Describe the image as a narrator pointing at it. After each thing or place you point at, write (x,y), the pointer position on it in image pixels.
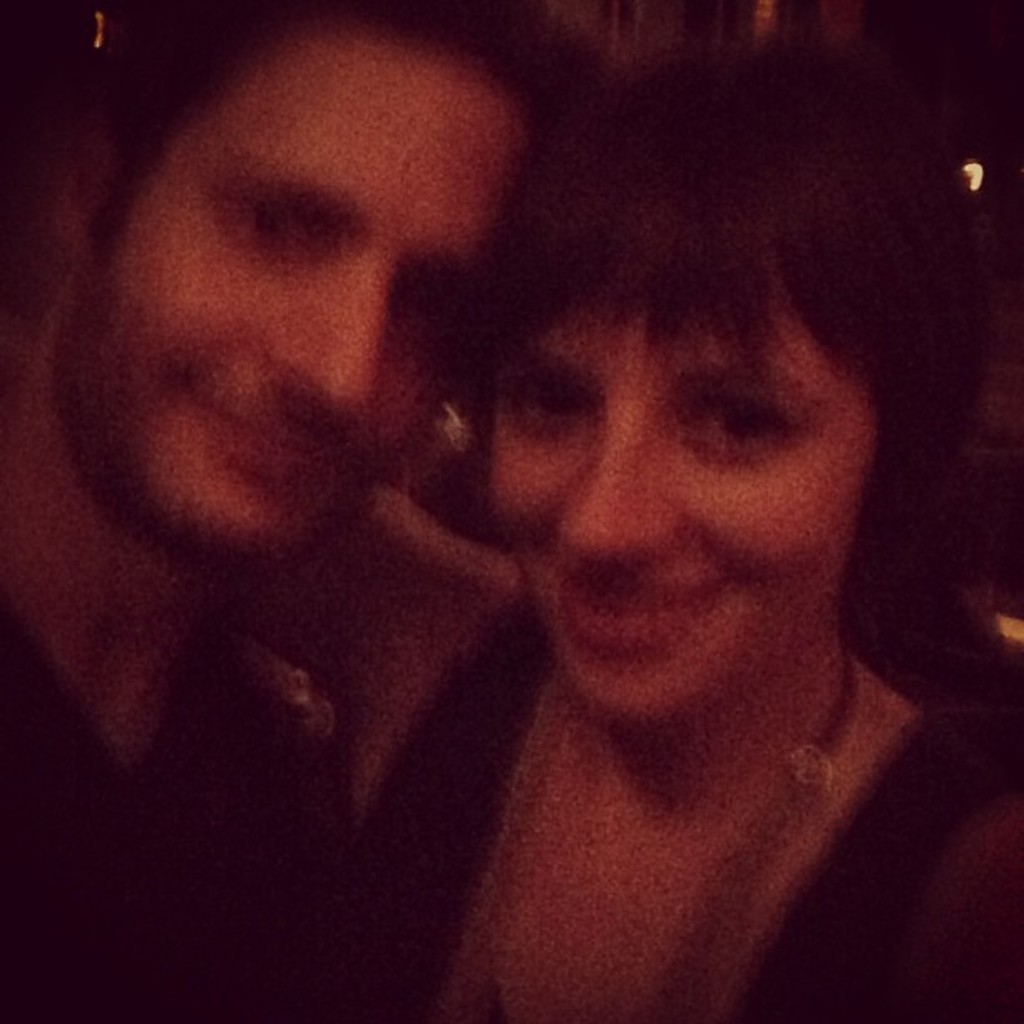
This is the picture of two people (512,714), the women (551,624) and man (217,492) the picture is blur and the background (985,95) is in black color we can see a light (976,177).
